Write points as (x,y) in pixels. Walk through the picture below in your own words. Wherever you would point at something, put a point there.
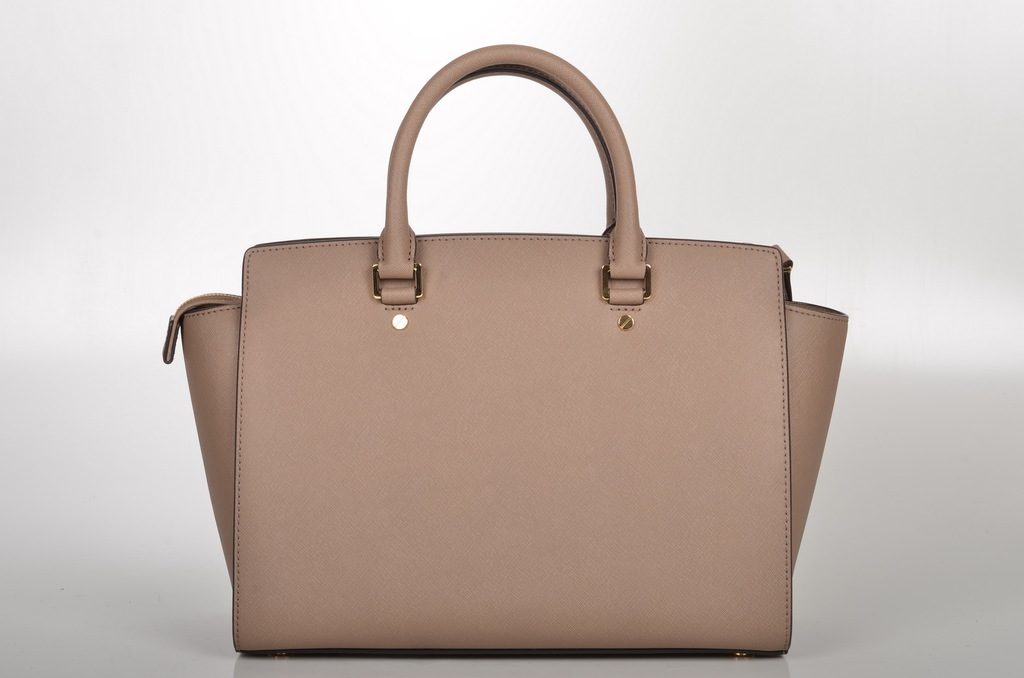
There is a brown bag (553,470) with a handle (399,174). And in the background (58,346) it is white.
